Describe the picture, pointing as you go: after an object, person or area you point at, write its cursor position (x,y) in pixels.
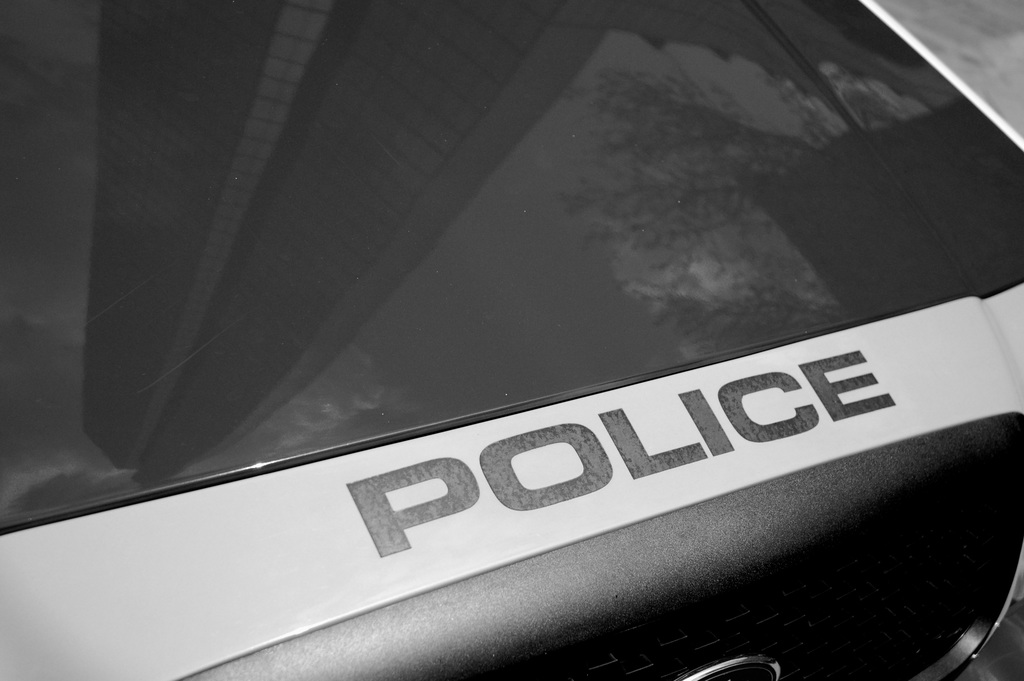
A vehicle (448,667) with a board (886,438) of police. On this vehicle (306,174) there is a reflection (274,180) of a building (279,272) and tree (667,149).
